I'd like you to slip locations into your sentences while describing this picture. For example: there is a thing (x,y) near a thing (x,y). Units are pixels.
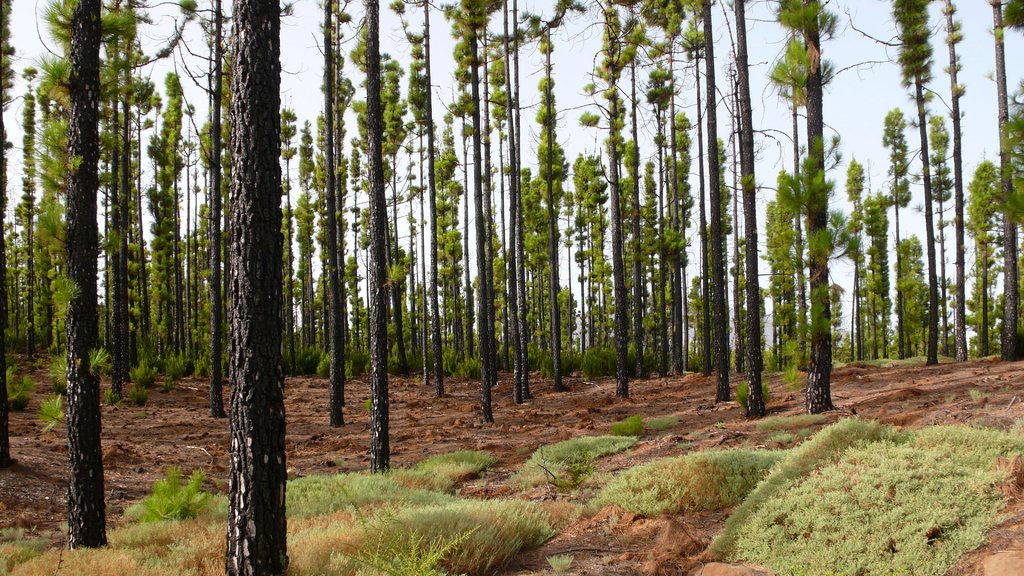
In the picture there are many trees (376,400) present, there is grass (377,531), there is a clear sky (104,199).
